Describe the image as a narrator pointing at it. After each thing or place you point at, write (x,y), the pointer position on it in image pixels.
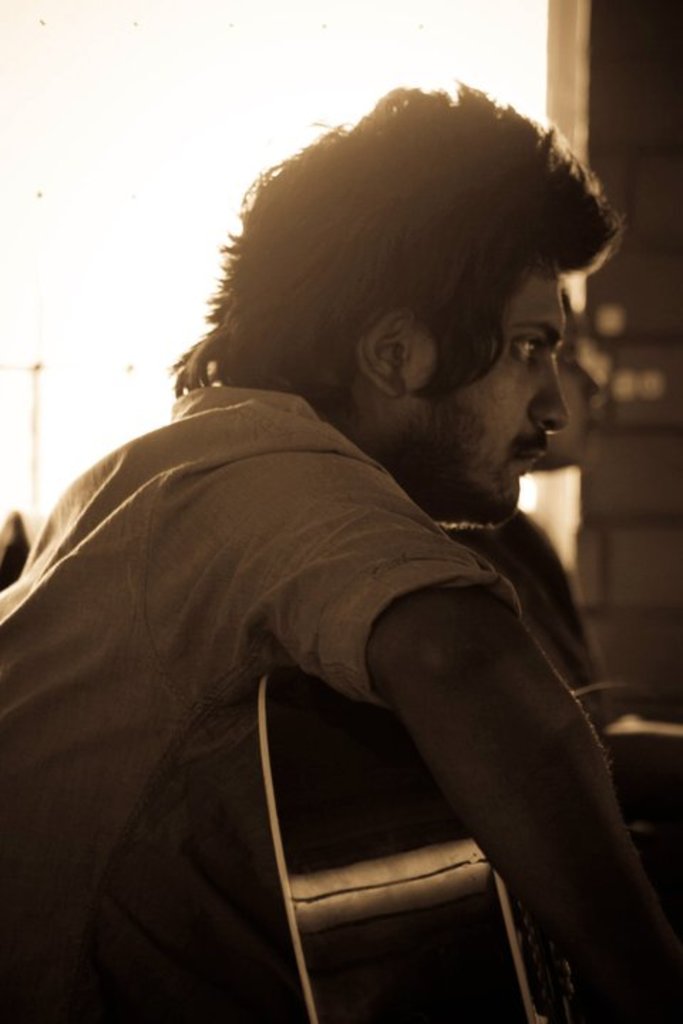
In this image there is a man (190,901) sitting and holding a guitar (427,882) in his hand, behind the man (469,768) there is a person (627,780) sitting.
